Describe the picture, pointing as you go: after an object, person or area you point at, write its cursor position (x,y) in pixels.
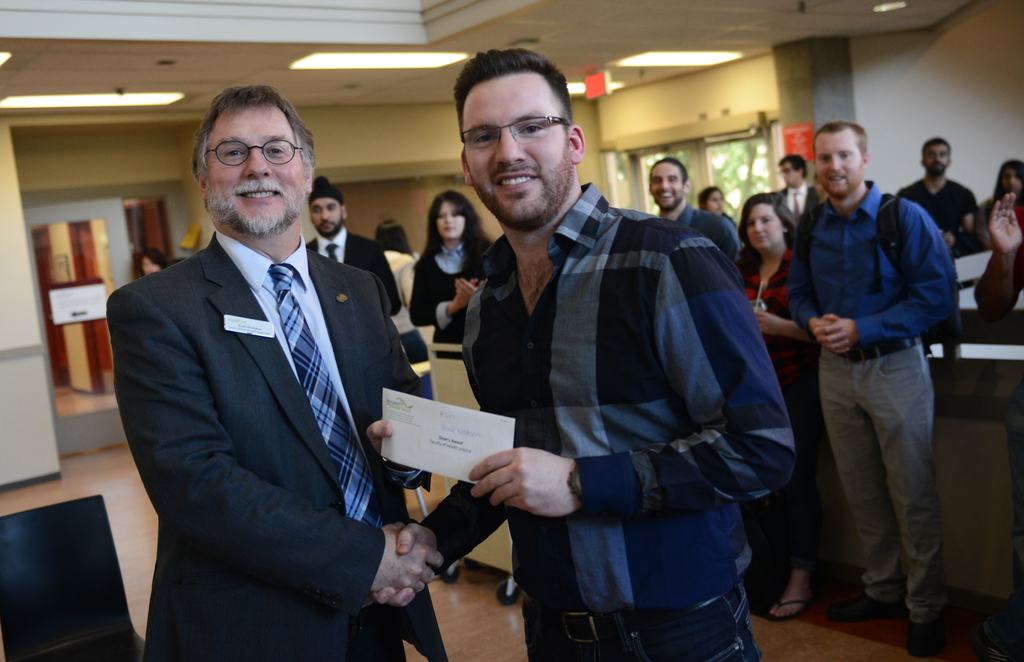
Here in the front (493,289) we can see two persons (173,331) standing on the floor (497,656) and the person (348,473) on the left side (213,289) is wearing a coat (240,413) and tie (296,358) on him and he is handing a card (399,424) to the person (452,499) beside him and he is shaking hands (397,548) with him and both of them are smiling and wearing spectacles (288,152) on them and behind them also we can see number of people (802,276) standing all over the place over there and we can see lights (679,53) on the roof (469,47) present over there.
